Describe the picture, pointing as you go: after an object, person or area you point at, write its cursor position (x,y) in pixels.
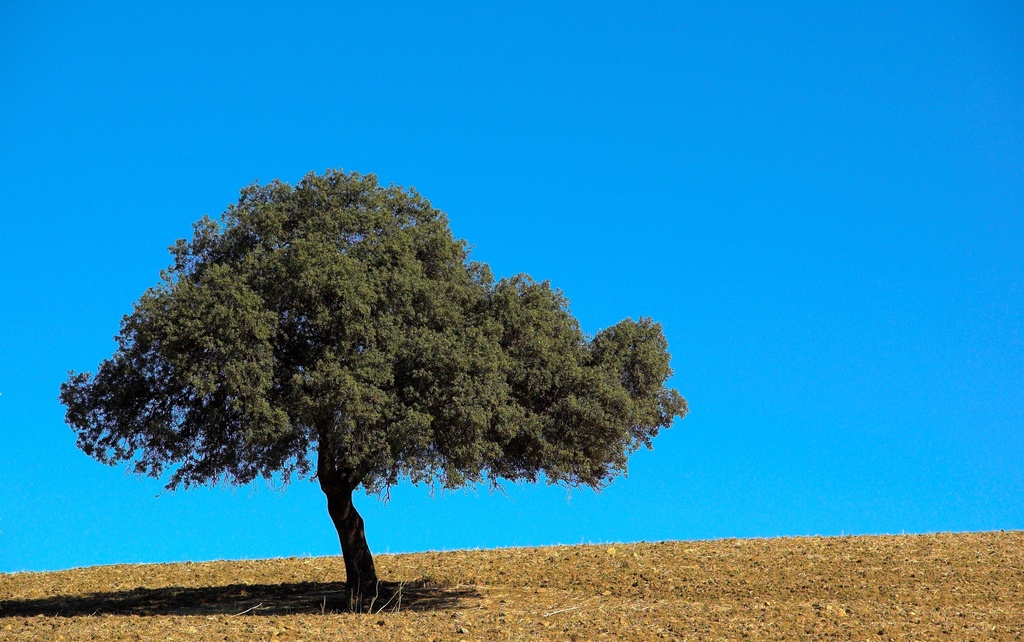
In this image we can see a tree (356,451) on the dry land (687,586). The sky (674,217) is in blue color.
